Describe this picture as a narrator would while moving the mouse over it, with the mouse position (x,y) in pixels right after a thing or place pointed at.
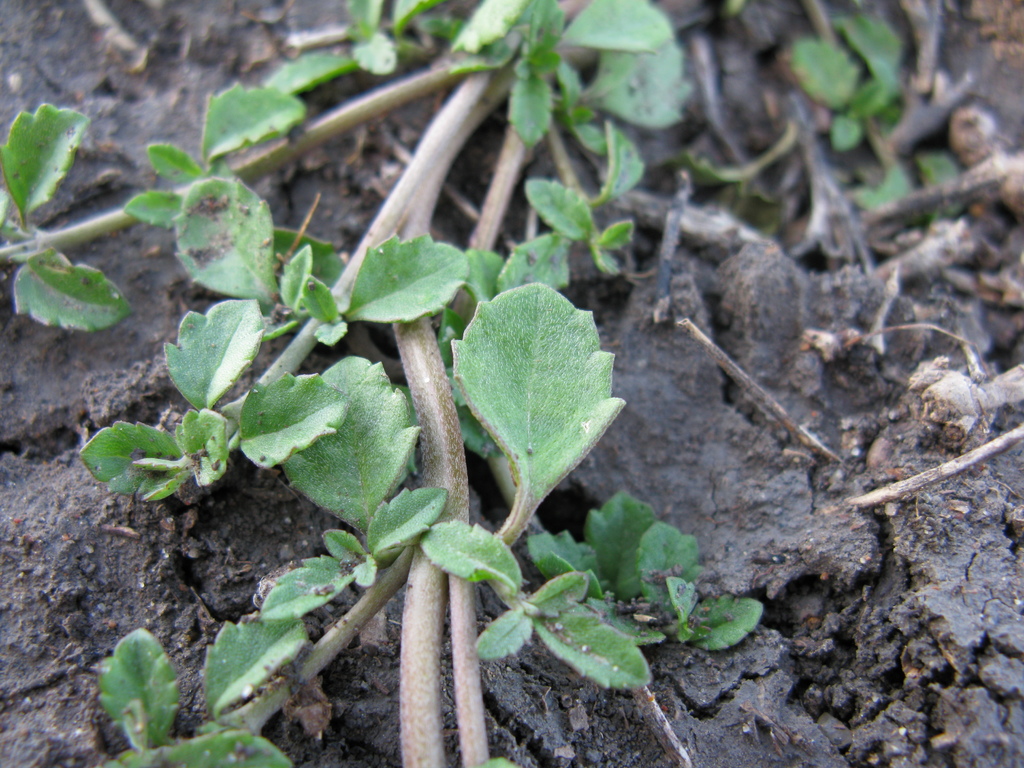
In this picture we can see leaves (358,381) and stems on the surface (979,685) of a dried soil (964,718).
